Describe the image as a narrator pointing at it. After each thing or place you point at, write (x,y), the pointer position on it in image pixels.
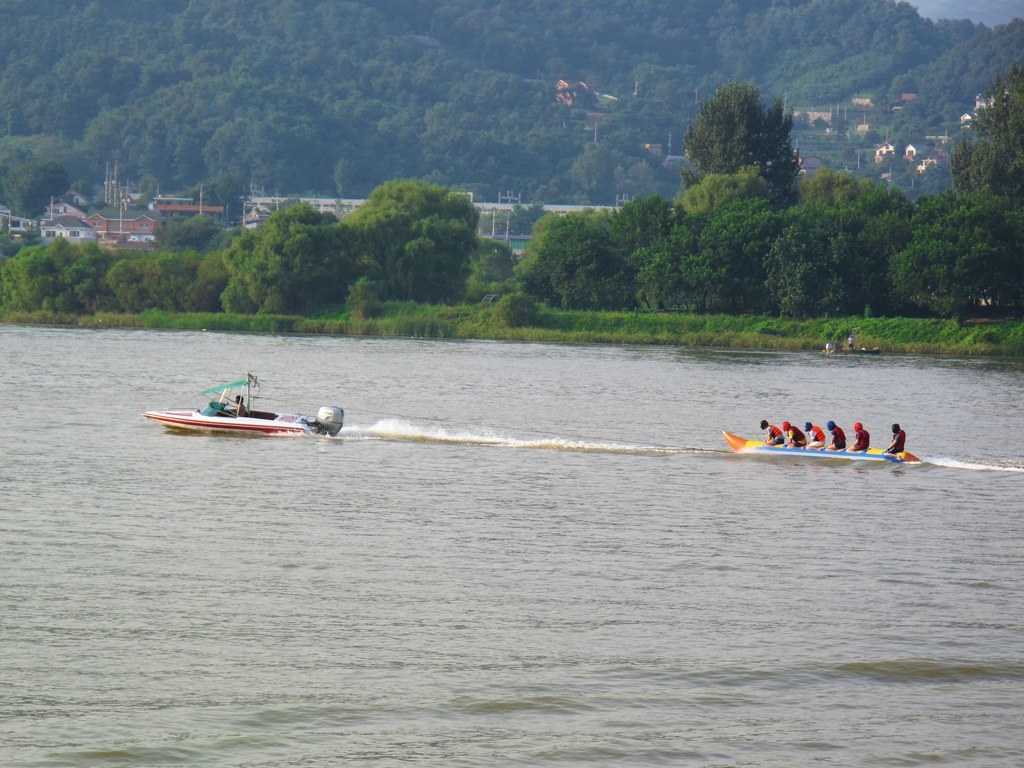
This picture is clicked outside the city. In the center (480,444) we can see the group of persons (823,437) in the banana boat (854,452) and we can see the water body (456,397), plants (480,321), trees (433,288), houses (66,212) and the grass (696,324).
